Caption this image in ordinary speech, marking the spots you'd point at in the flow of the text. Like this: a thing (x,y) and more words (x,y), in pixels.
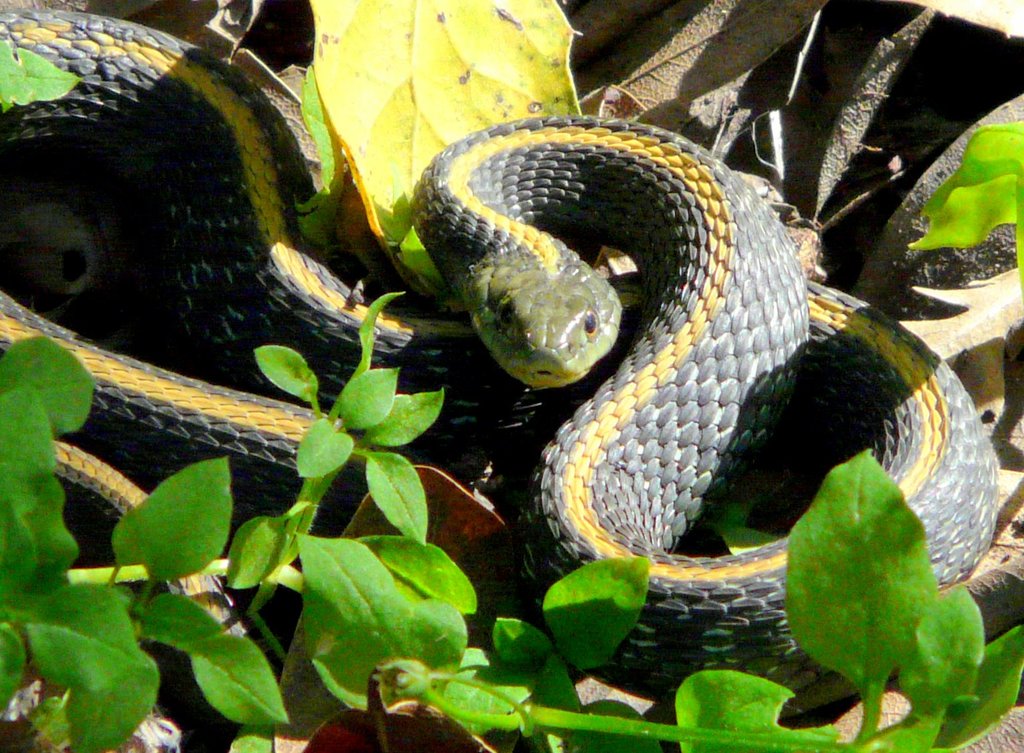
In this image I can see a snake (567,541), it is in gray and yellow color, and I can see leaves (524,686) in green color.
